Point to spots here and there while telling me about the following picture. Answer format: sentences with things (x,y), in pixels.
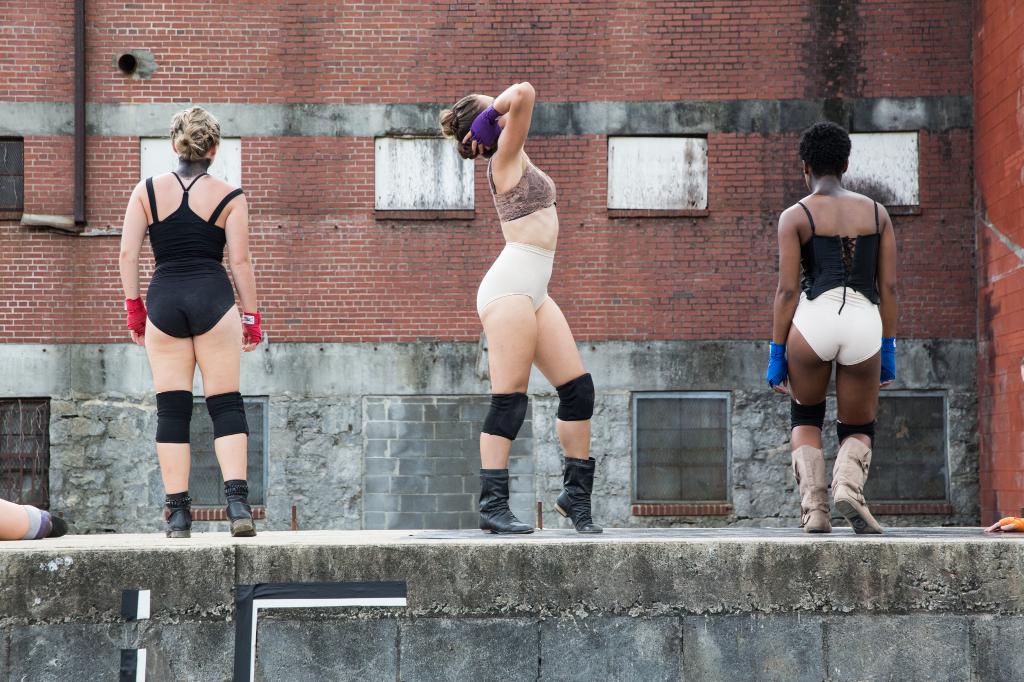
In this picture I can see few woman (559,364) standing and looks like a building (432,192) in the back (456,71) and I can see a human leg (32,536) on the left side of the picture (63,519) and I can see a human hand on the right side of the picture (1023,526).
